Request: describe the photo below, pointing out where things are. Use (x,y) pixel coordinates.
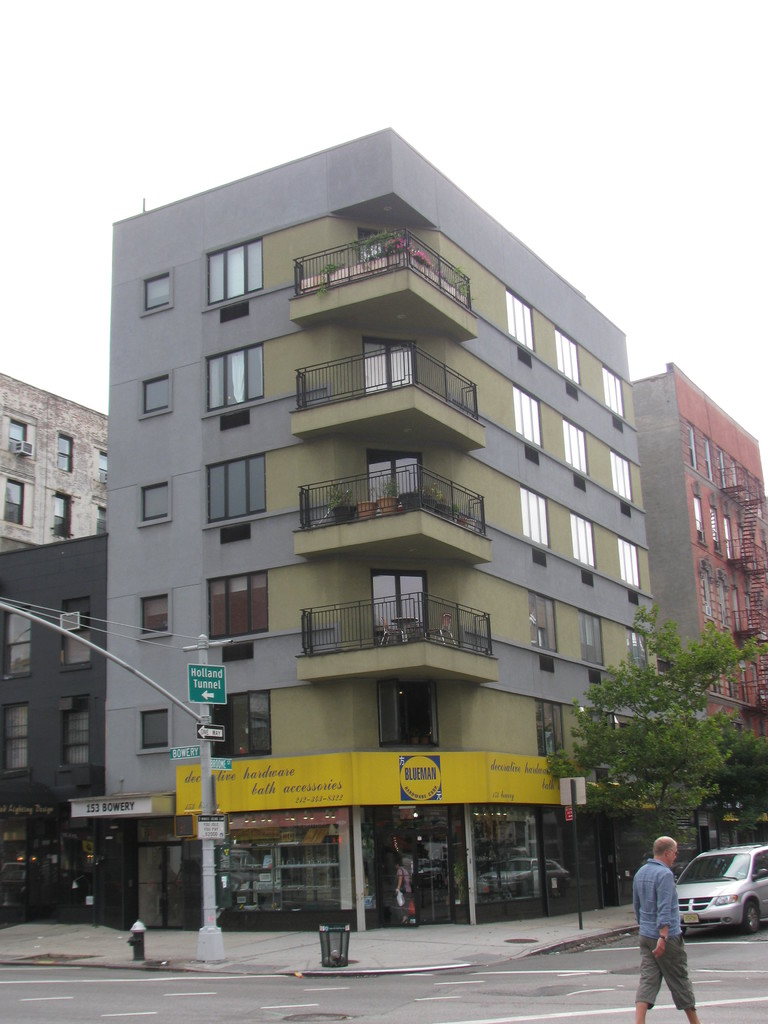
In this image there are buildings (372,675), trees (723,749) and in front of the building (351,748) there is a pole (207,796) and on the pole (204,709) there is a board (185,748) with some text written on it and on the building (384,808) there are boards (301,800) with some text (304,787) written on it. On the right side (647,884) there is a person (676,945) walking and there is a car (728,873) and the sky (434,154) is cloudy.
